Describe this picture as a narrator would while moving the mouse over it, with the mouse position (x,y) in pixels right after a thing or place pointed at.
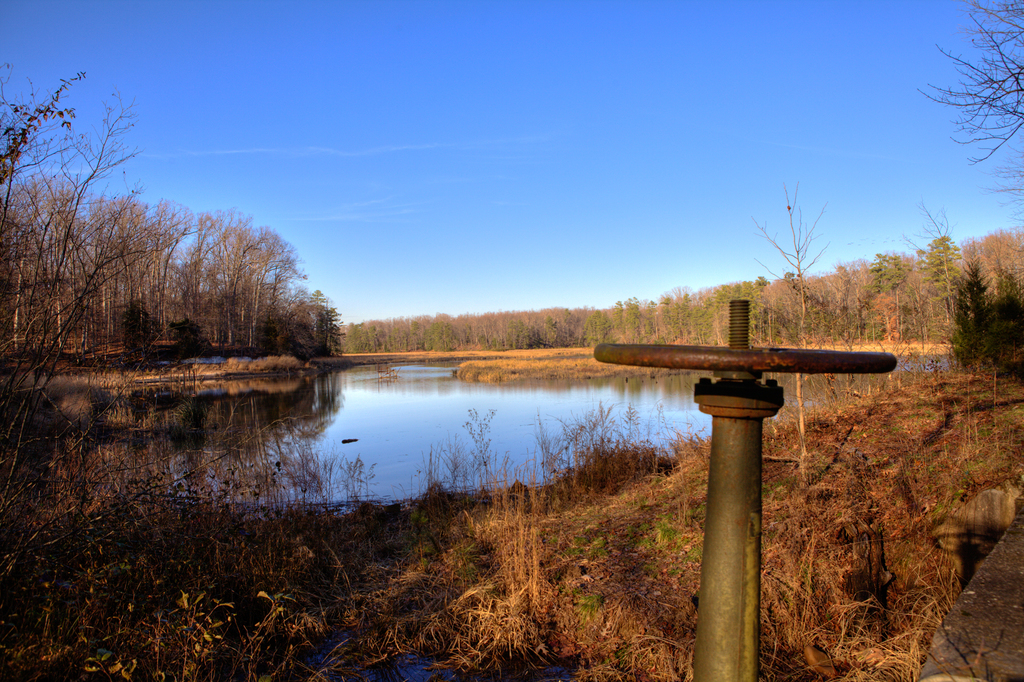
This is the picture of a place (434,371) where we have a lake (147,459) and some trees (230,254), plants (778,673) around and to the side there is a pole like thing (652,364).
